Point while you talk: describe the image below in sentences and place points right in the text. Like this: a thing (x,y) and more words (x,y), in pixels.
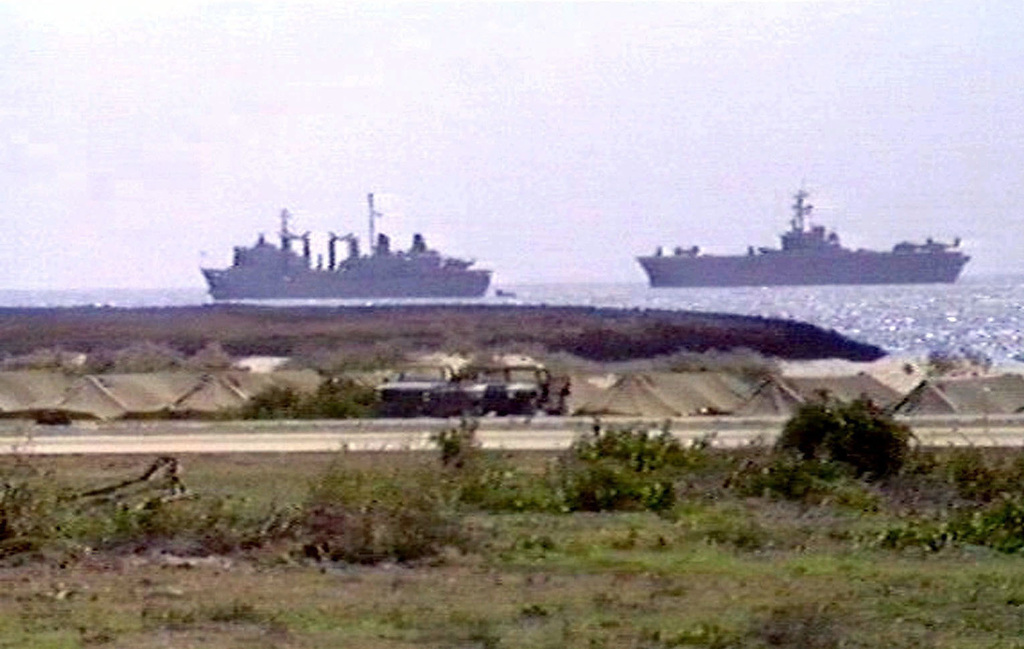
In this picture I can see two big navy ships (400,296) on the water (666,293). In the background (555,282) I can see the ocean (550,294). At the bottom (422,471) I can see the plants (674,476) and grass (591,517). In the center (446,408) there are military vehicles (506,397) which are parked near to the tent (621,406). At the top (593,62) I can see the sky (557,74).
